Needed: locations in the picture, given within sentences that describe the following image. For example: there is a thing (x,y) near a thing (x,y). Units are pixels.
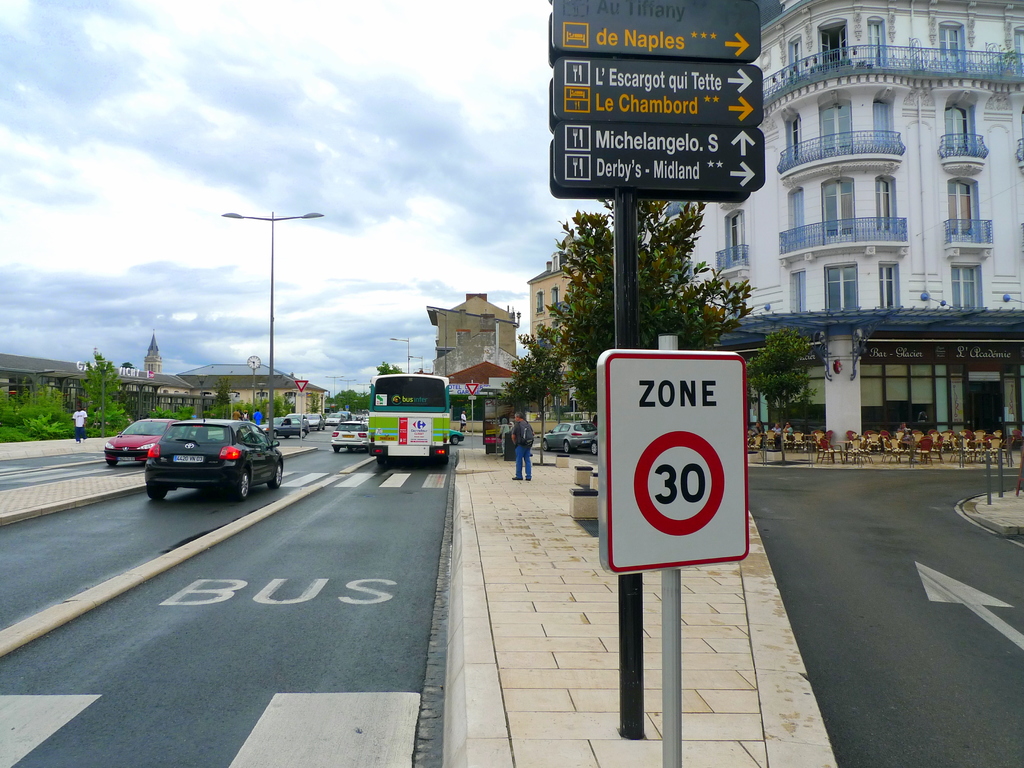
There are sign boards (634,474), vehicles (255,465) on the road (429,647), people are present. There are poles (269,333), trees (99,379) and buildings (985,273) at the back (556,323).
